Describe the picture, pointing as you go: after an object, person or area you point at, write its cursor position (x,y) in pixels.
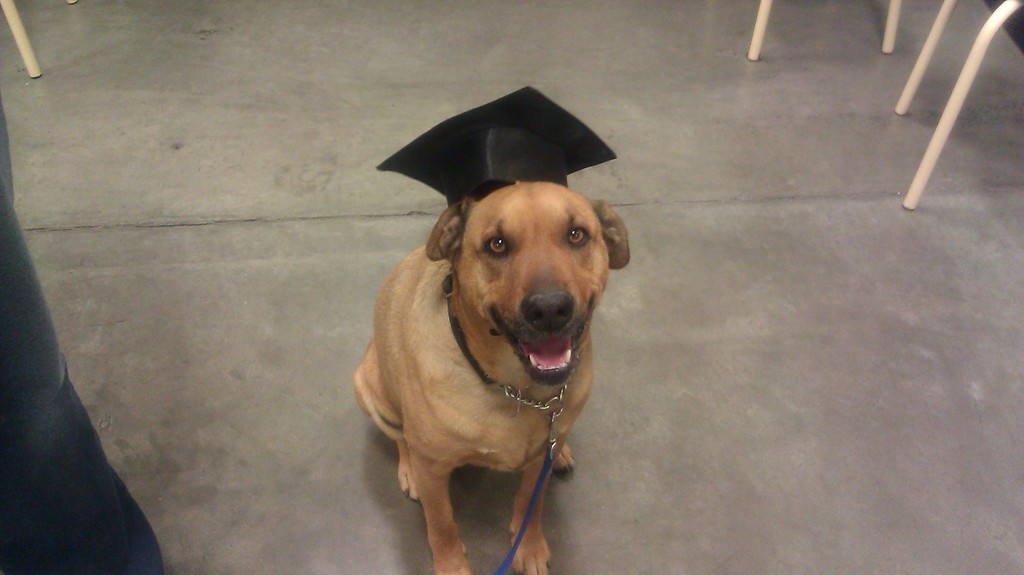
In this picture we can see a dog (479,279) with a black cap (499,146) and to the dog (438,224) there is a belt (558,413). On the left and right side of the dog (496,269) there are iron rods (959,93).
